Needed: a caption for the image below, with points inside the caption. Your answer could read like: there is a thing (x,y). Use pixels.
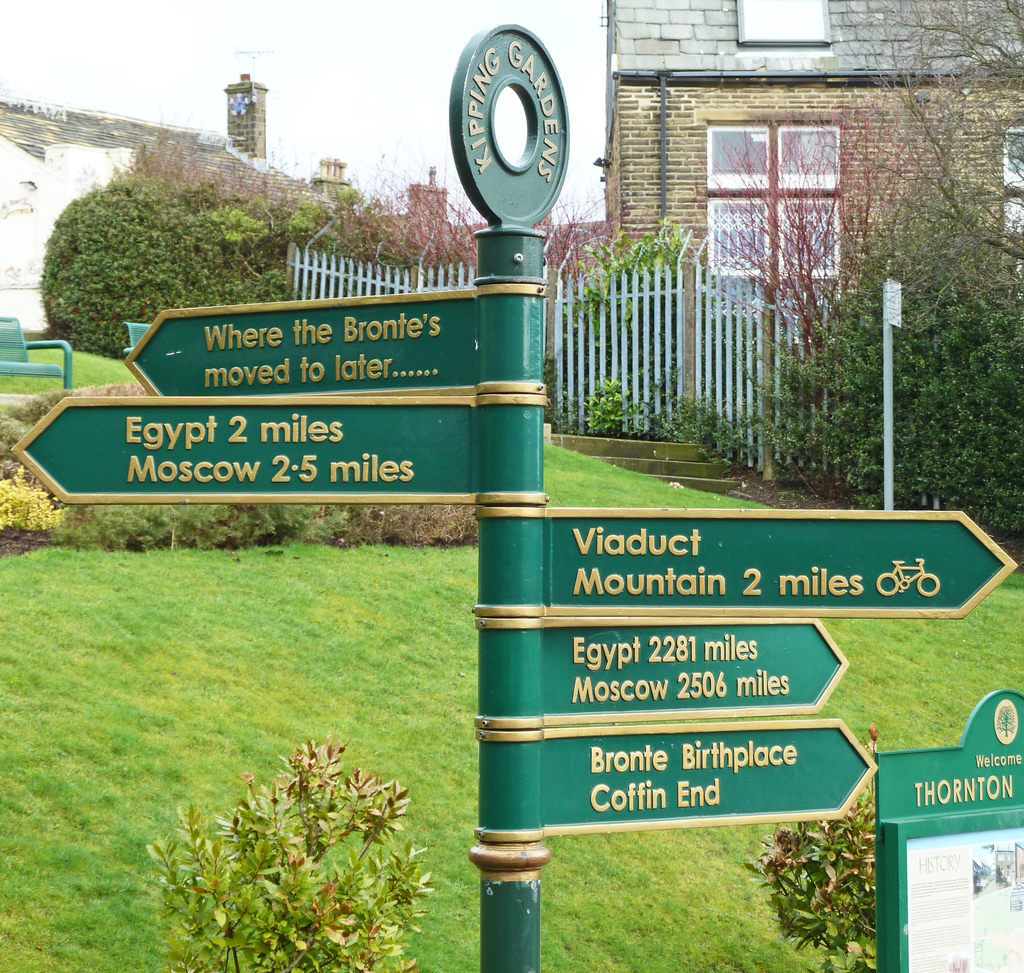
In this picture we can see direction boards (418,426) in the front (675,592), there is some text (714,697) on these boards (615,627), at the bottom (418,665) there is grass (286,634) and some plants (158,527), in the background (880,393) we can see buildings (729,154), a gate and some trees (670,262), there is the sky (343,11) at the top of the picture (285,30), at the right bottom (963,890) there is a board (953,899).
